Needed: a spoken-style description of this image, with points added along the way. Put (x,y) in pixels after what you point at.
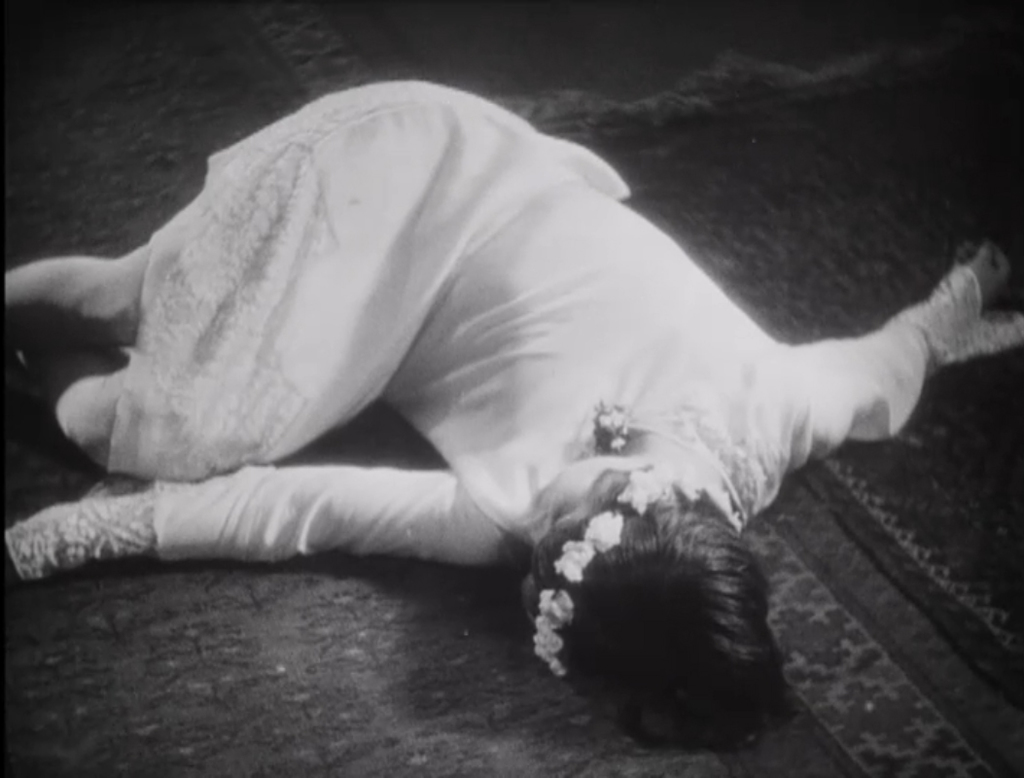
In this image we can see a person (276,386) wearing white color dress (276,386) and flower head band (596,542) sleeping on the ground (218,591).
